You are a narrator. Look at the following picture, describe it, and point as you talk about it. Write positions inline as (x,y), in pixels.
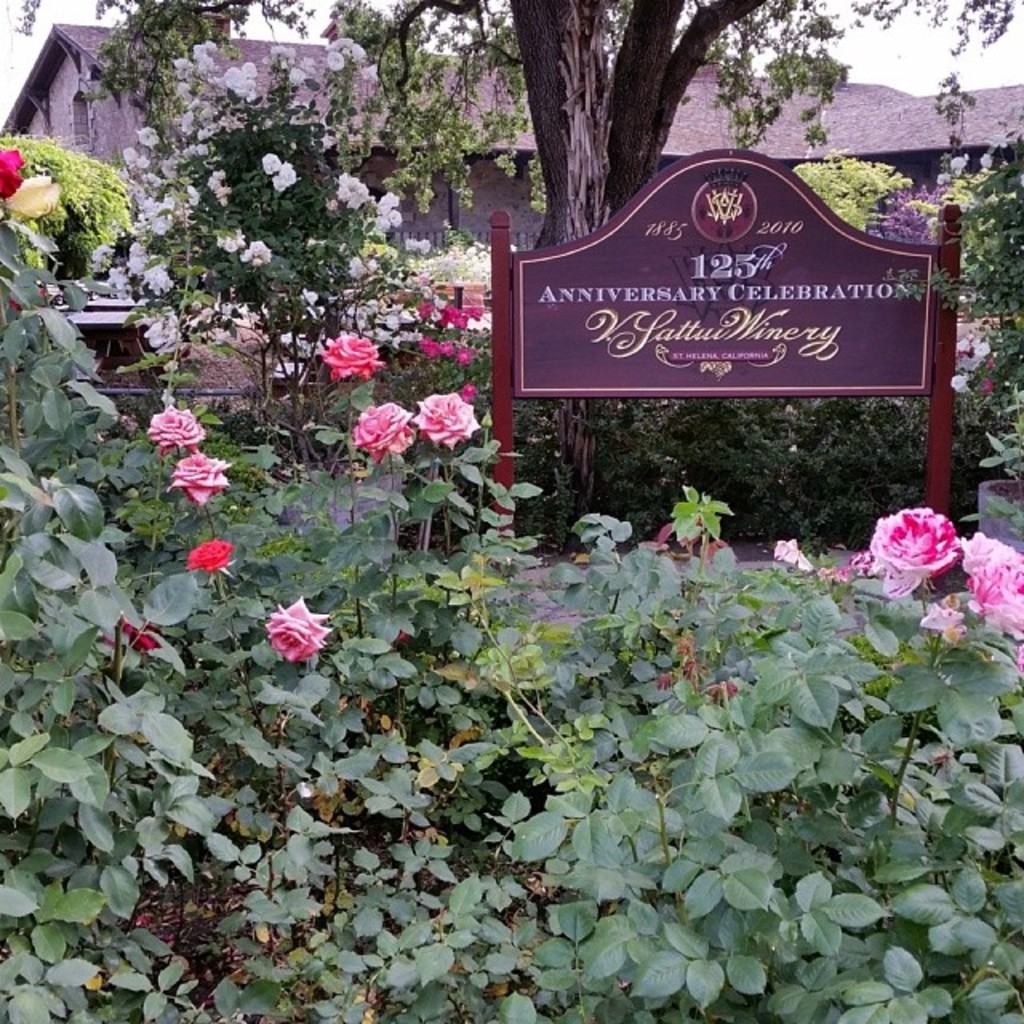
In this image in the front (434,673) there are plants (347,713) and there are flowers (991,560) in the center (600,348) there is a board (723,310) with some text (708,295) written on it and in the background (327,222) there is cottage (819,148) and there are trees (638,113).
